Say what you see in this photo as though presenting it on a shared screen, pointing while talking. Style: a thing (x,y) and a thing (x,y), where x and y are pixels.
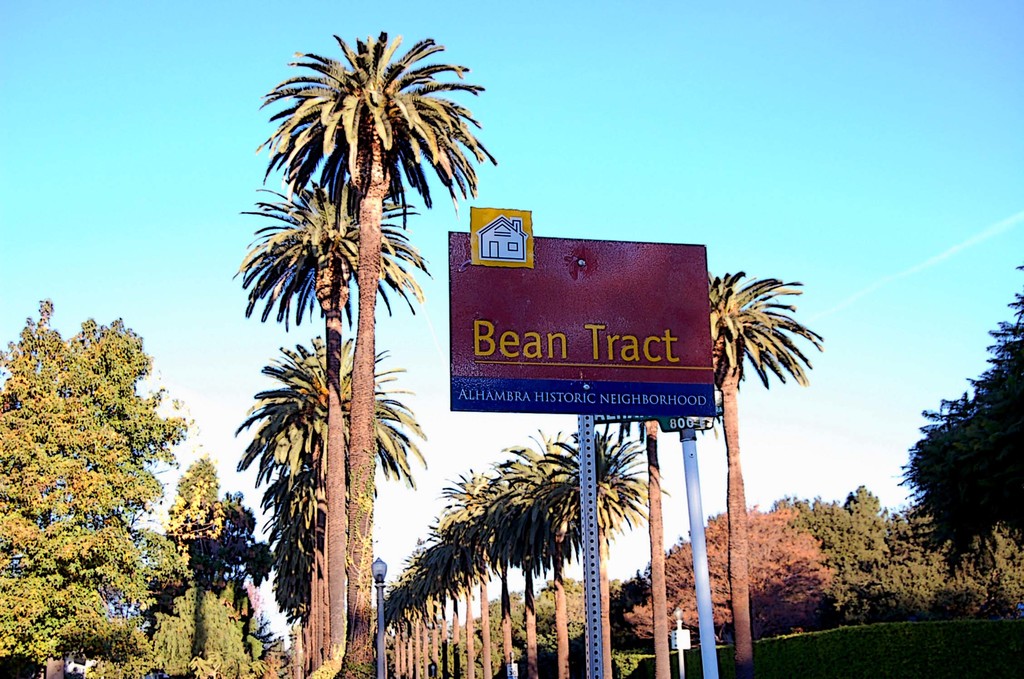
This picture shows trees (744,502) and a board (584,404) with text (566,348) to the pole (589,673) and we see few lights (681,637) and a blue cloudy sky (694,216).
